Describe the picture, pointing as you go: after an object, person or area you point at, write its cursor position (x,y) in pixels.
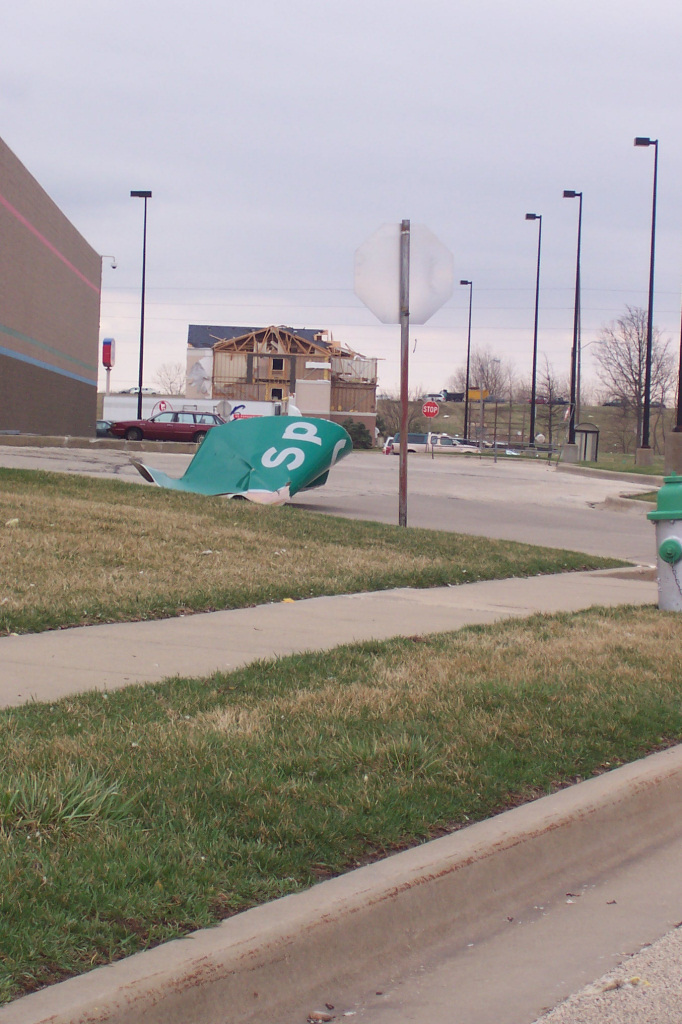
This image is taken outdoors. At the top of the image (171,124) there is a sky (230,135) with clouds (445,117). At the bottom of the image (451,944) there is a road (535,1009) and there is a ground (265,707) with grass (168,527) on it. In the middle of the image (414,405) there are a few poles (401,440) with street lights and there are a few trees (612,420). There is a house (233,382) and there is a signboard (240,450). A car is parked on the ground (144,447).
